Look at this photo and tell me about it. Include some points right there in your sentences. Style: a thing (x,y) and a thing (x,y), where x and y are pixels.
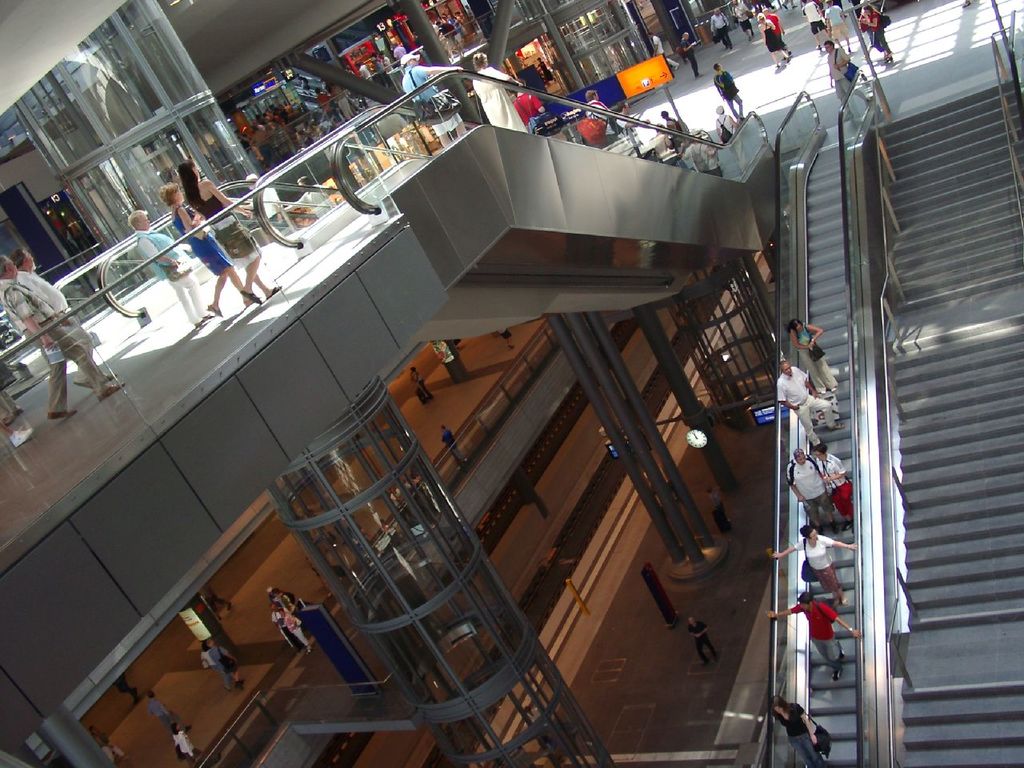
In this picture I can see there is a shopping mall (798,529) and there is a escalators (833,157) and there are some people (426,73) standing on the escalator (835,142) and there are some stairs (949,732) here and there are some shopping centers (384,47) here.
